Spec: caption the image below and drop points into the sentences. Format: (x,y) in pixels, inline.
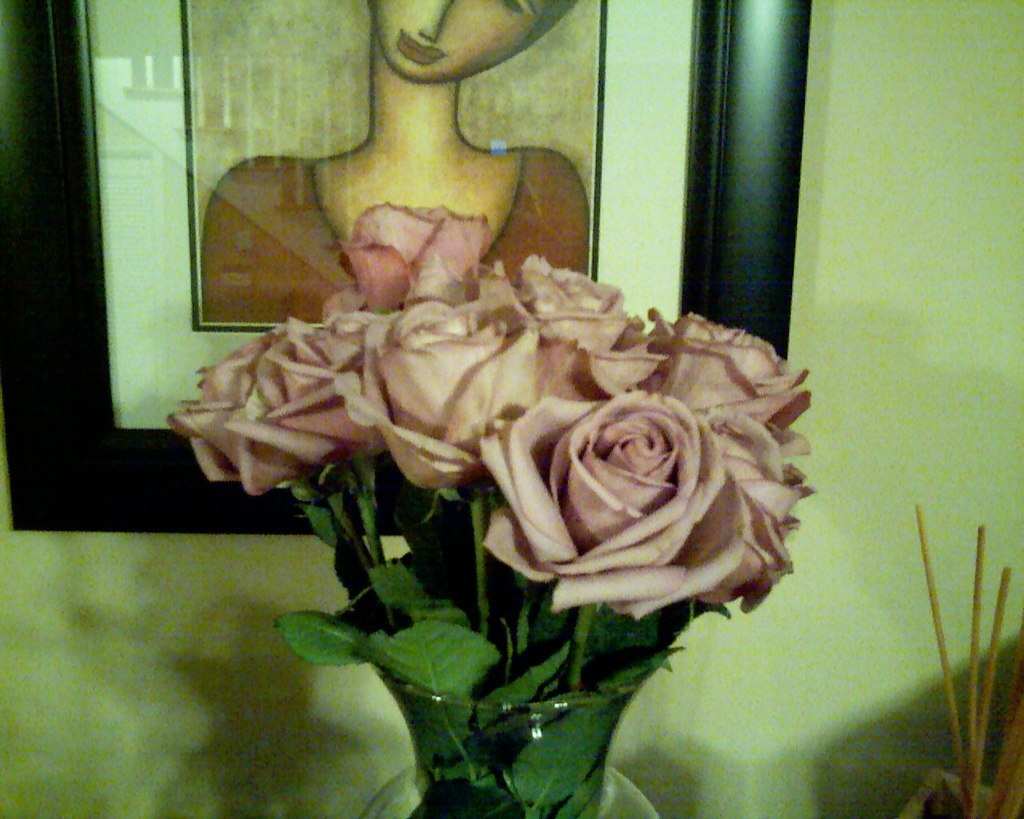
In this picture we can see a flower vase (458,758) and in the background (860,640) we can see a photo frame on the wall (761,682).
